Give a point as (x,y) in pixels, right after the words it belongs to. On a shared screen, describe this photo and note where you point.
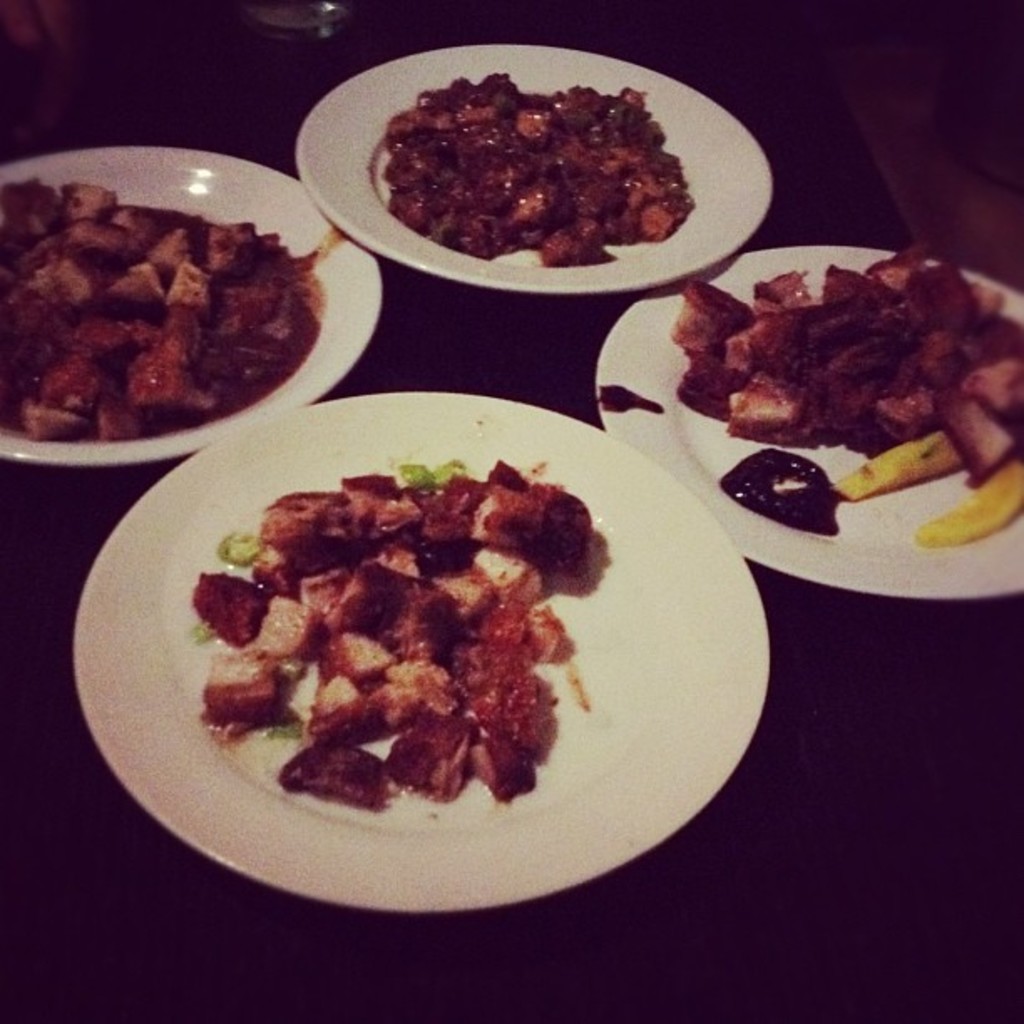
In this picture we can see plates (294,806), on these plates (270,804) we can see food items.
